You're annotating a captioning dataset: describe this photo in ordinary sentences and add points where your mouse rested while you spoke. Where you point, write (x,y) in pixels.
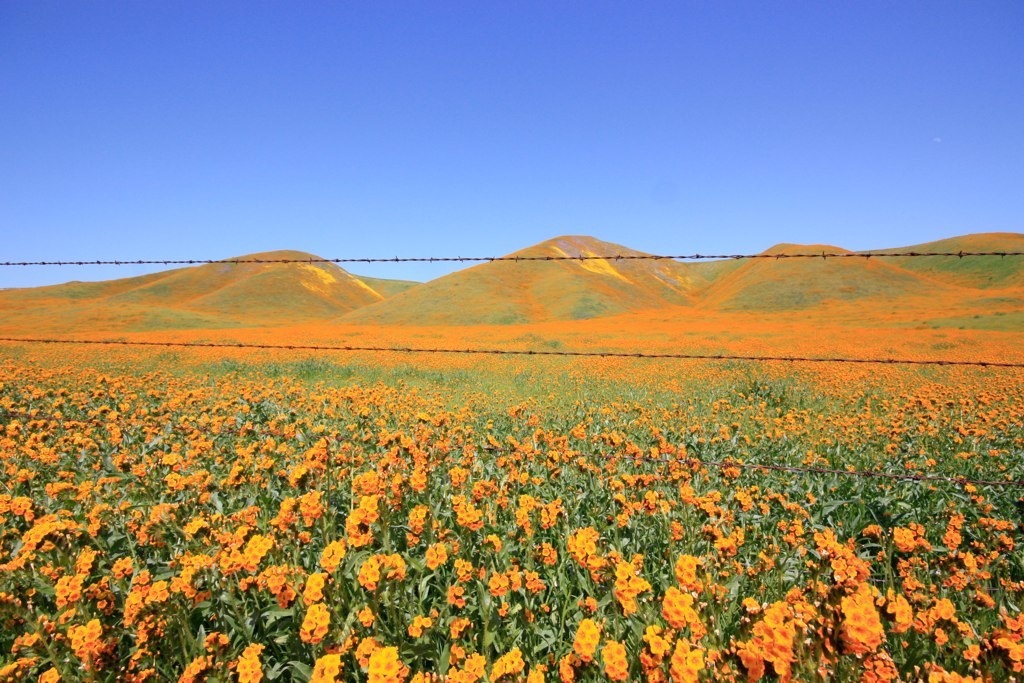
In this image, we can see some flowers (683,580), we can see mountains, at the top (699,39) we can see the blue sky (440,255).
